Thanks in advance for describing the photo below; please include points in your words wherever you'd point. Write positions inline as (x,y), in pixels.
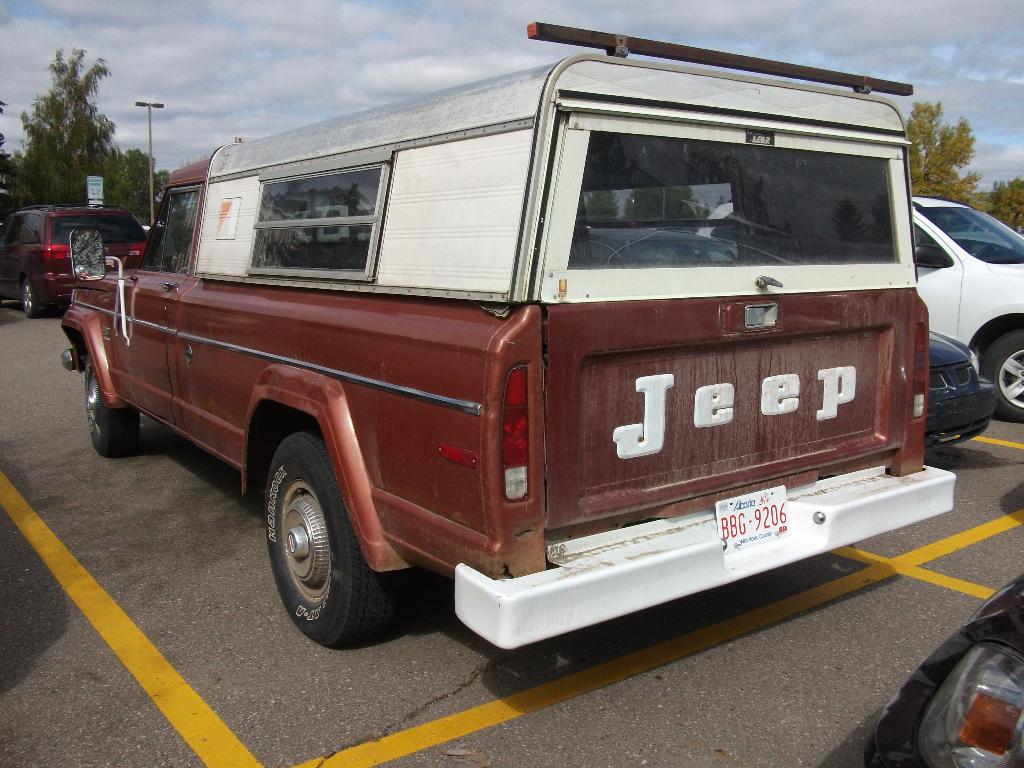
In this image, we can see few vehicles (427,500) are parked on the parking zone (412,620). Background (85,175) we can see so many trees (959,191), board (92,195), pole (152,171) and cloudy sky (406,64).
